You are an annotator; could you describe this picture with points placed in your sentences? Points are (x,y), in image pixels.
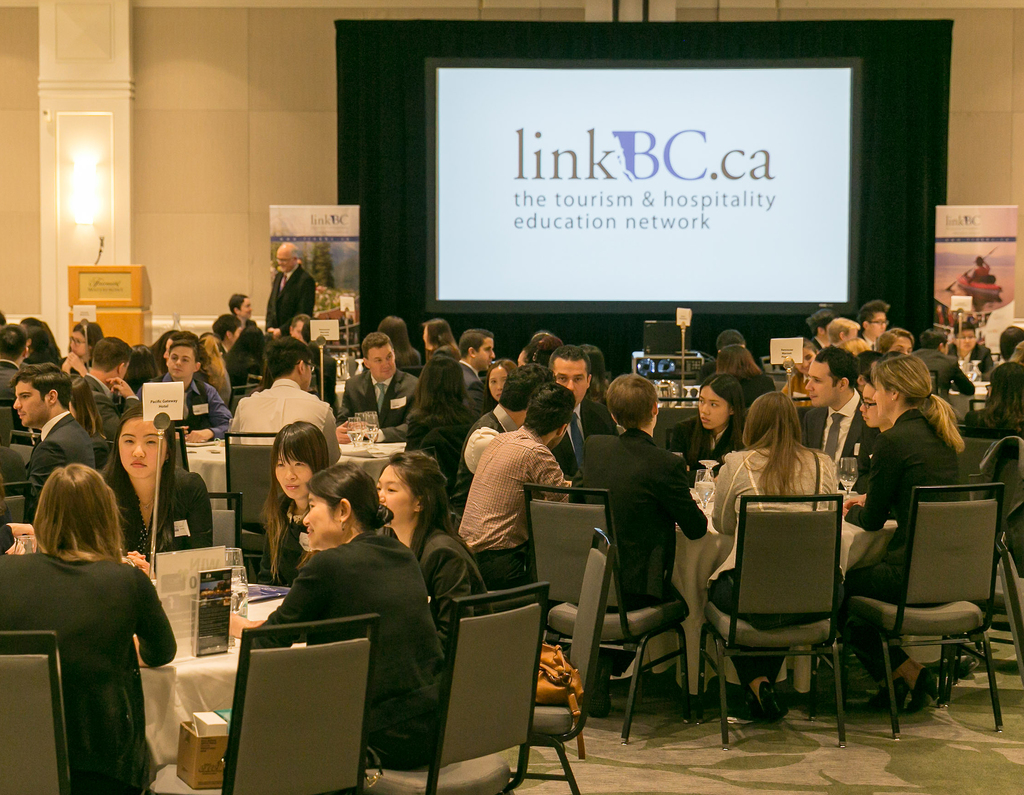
People (612,437) are sitting on the table (207,659) we have glass (240,592), here there is screen (660,226) and the wall (190,131).
